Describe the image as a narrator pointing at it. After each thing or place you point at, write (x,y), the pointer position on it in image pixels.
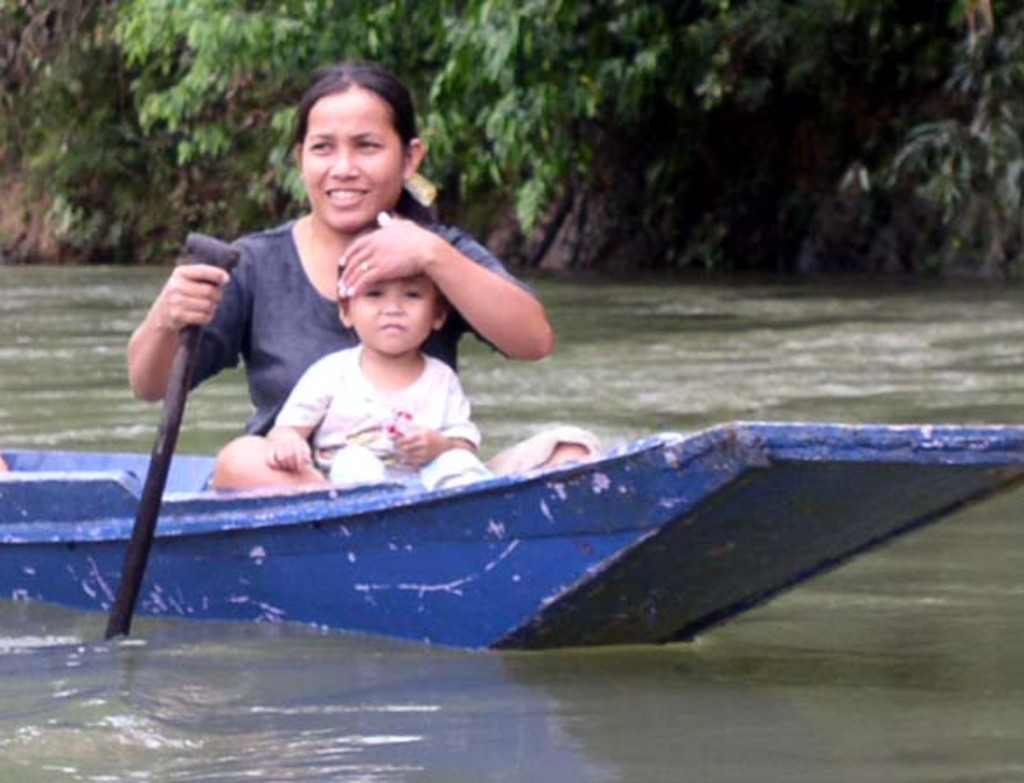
In this image there is a woman (294,374) and a kid (383,474) sitting in a canoe (331,487). The woman (285,270) is holding a paddle (159,448). Around the canoe (775,499) there is the water (85,275). In the background (507,53) there are trees (371,25).
